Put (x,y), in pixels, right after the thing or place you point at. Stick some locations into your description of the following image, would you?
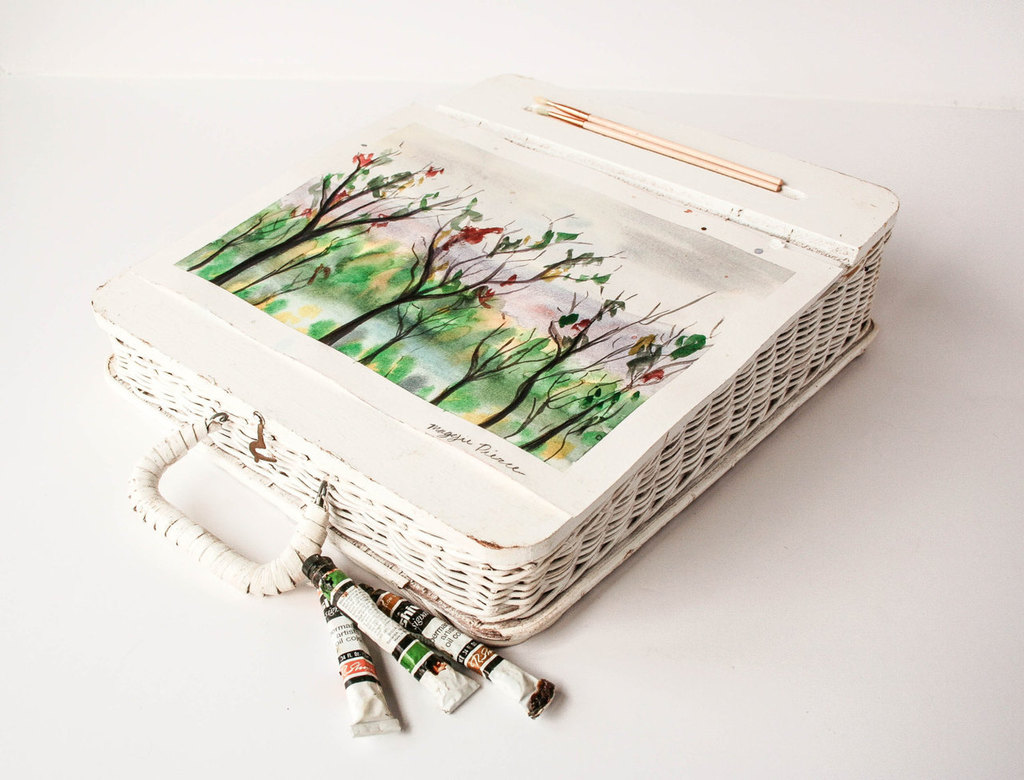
In the picture I can see a white color object (286,392) on which I can see the painting (482,322), here I can see paint tubes (370,685) which are placed on the white color surface (37,418).
